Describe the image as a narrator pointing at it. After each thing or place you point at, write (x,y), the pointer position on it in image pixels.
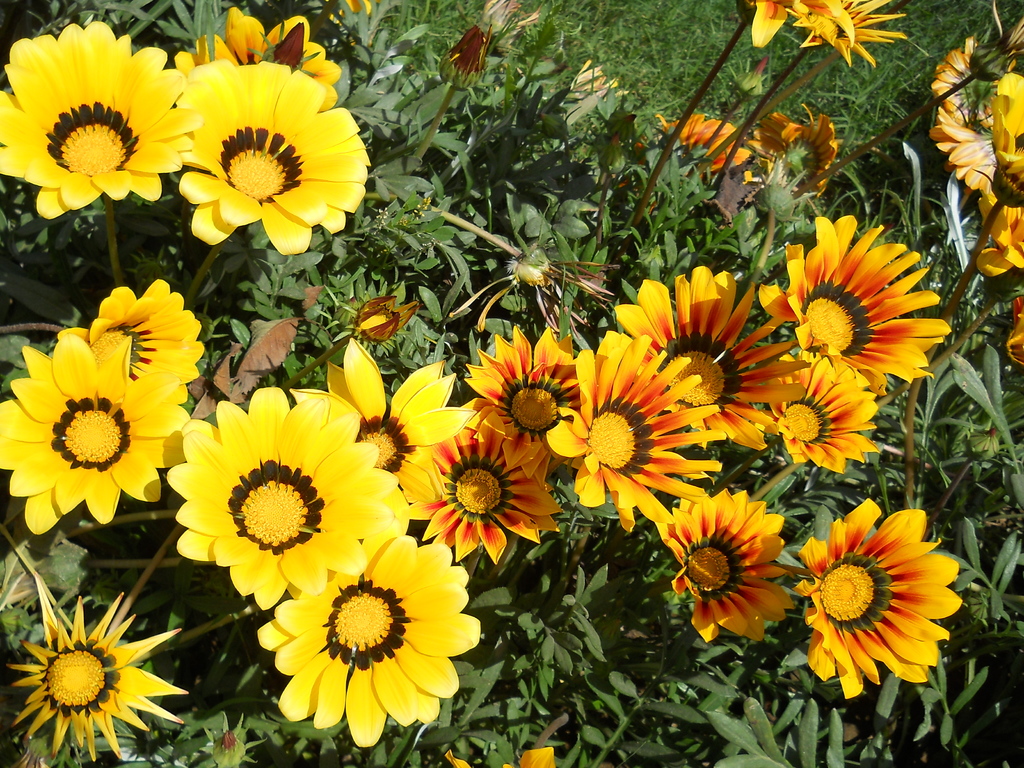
In this image in the middle (528,445), there are many plants (437,408), flowers (412,559), leaves (778,245) and buds (370,325). At the top (681,83) there is grass (680,42).
